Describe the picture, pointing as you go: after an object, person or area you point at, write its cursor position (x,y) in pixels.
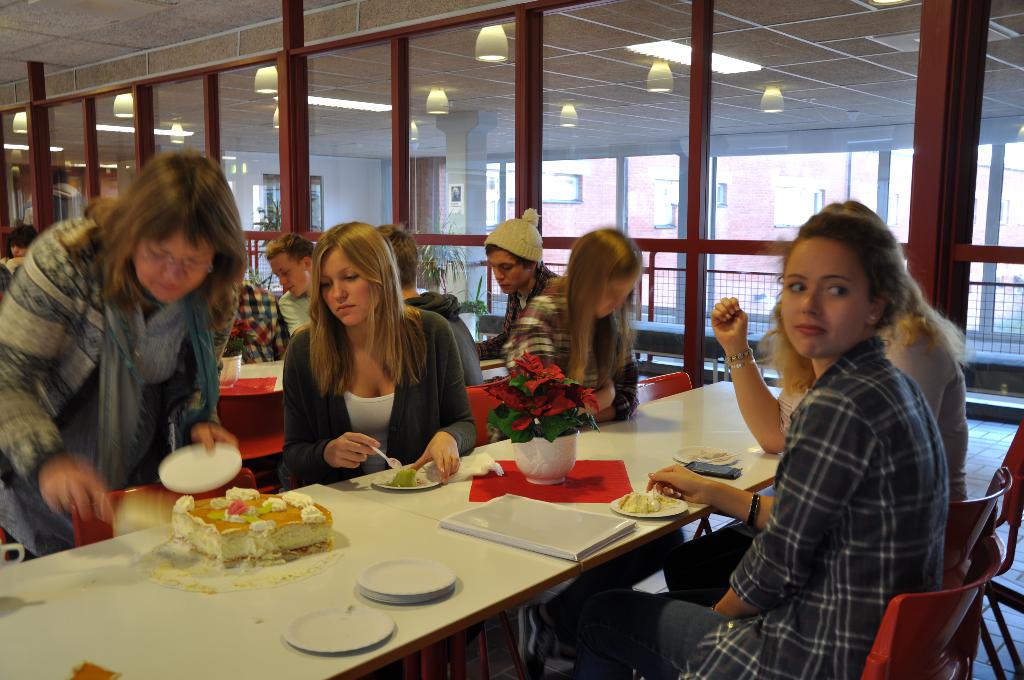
There are many people (393,361) in this room (559,369). There are many chairs (948,646) and tables (428,529). On the table (322,585) there are plates (398,578), book (550,553), red mat (575,483), a pot (550,446) and flowers (528,425) and a cake (287,527). In the back (494,273) a person (508,261) is wearing a white hat (521,242). In the background (506,80) there are windows (839,159), lights (571,113) and some buildings (657,209).
